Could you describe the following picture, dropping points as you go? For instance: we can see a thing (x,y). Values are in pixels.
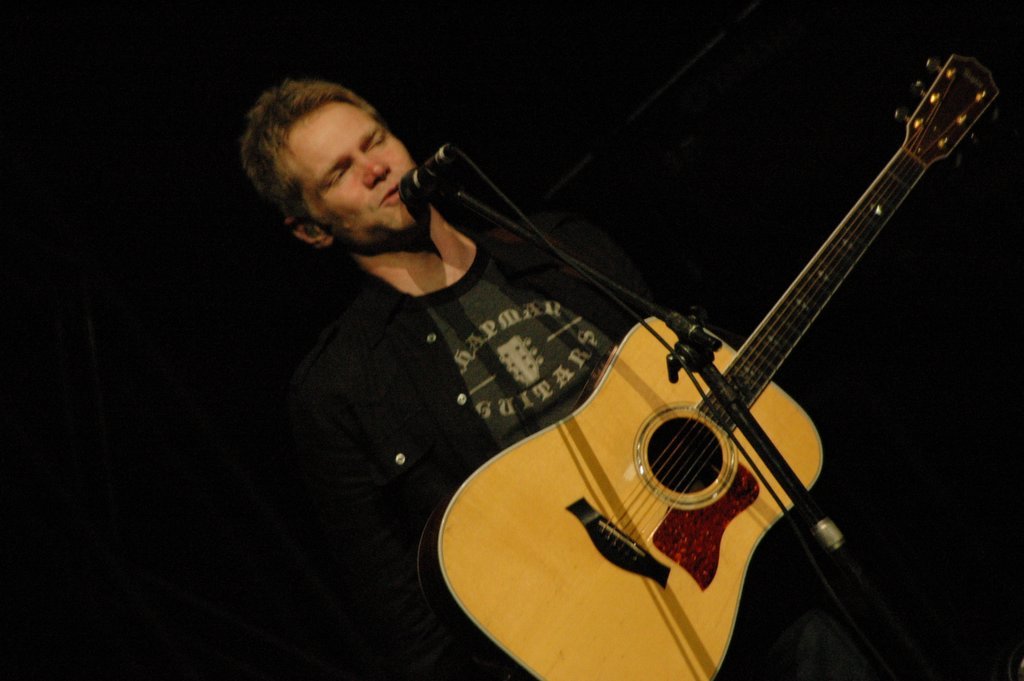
There is a man (468,288) who is standing with a guitar (508,534) in his hand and a mic (425,193) near his mouth (396,189) and a man (257,170) is singing and playing the guitar (537,577).
